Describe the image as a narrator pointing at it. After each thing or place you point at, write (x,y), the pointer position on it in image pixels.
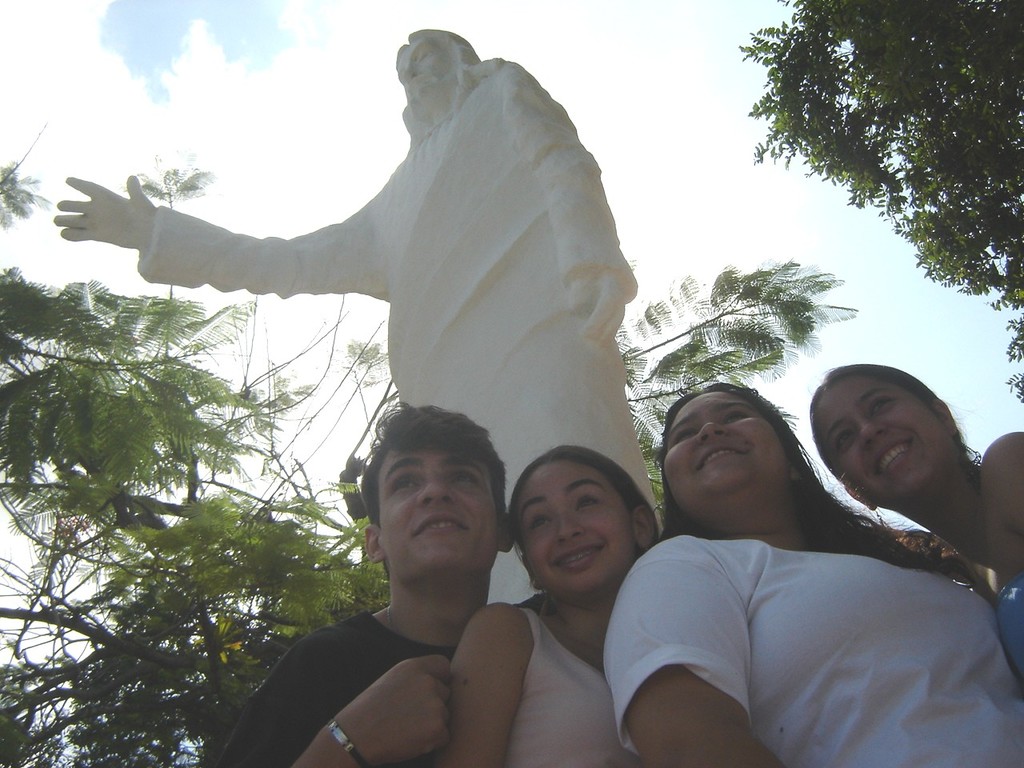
In this image I can see three women (610,637) and a man (332,686) wearing black colored t shirt (295,686) are standing. I can see few trees (212,557), a cream colored statue (523,212) and in the background (254,128) I can see the sky (398,152).
